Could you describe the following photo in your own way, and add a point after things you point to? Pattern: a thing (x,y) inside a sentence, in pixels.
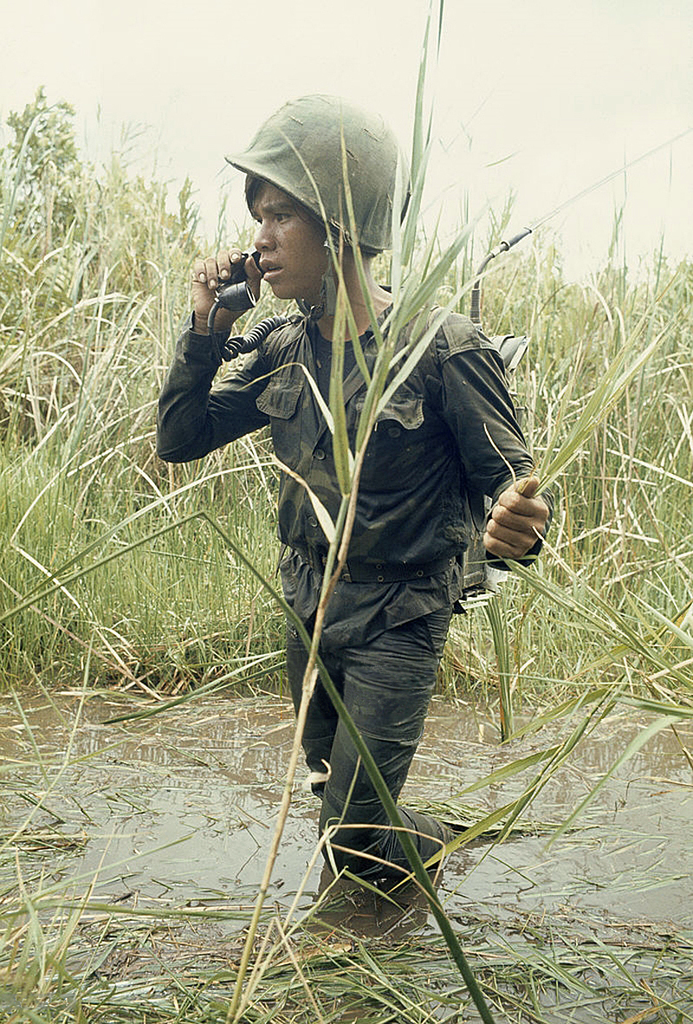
In the foreground of this picture (413,510), there is a man (418,653) walking in the water (519,844) holding grass (556,435), and walkie- talkie (216,288) in both of his hands (223,325). In the background (220,631), there is water (129,798), grass (109,464) and the sky (237,90).
